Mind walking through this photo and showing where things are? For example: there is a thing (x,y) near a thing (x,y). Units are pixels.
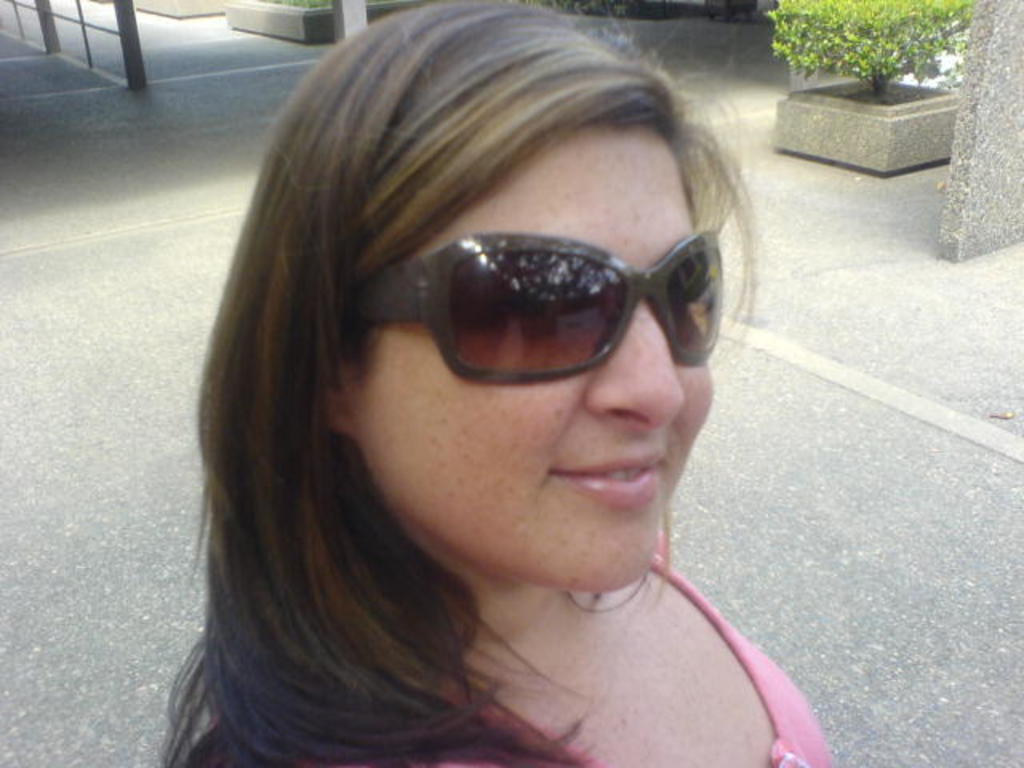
In this image woman (493,535) is standing at front (338,111). At the background (317,7) there are flower pots (264,24).
